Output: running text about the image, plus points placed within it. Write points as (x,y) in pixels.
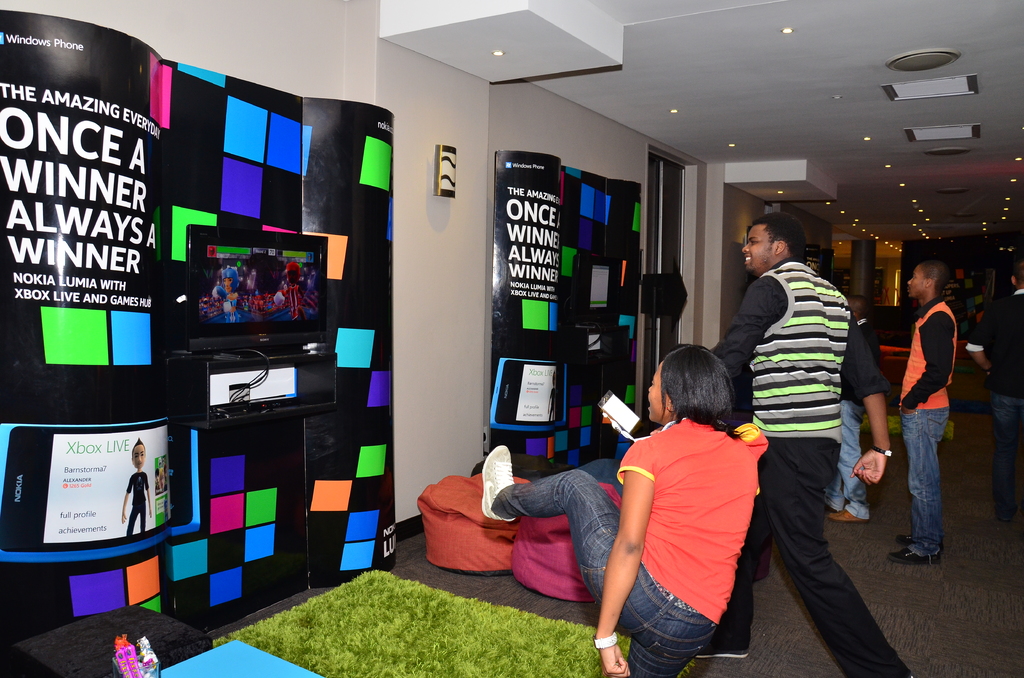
In the foreground (686,552) I can see a group of people (735,511), bean bags (520,563) and a table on the floor (868,588). In the background (25,39) I can see a wall (995,292), TV (271,313), boards (364,214) and a door (664,269). At the top (681,43) I can see a rooftop (833,64) and lights (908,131). This image is taken may be in a hall (866,255).
